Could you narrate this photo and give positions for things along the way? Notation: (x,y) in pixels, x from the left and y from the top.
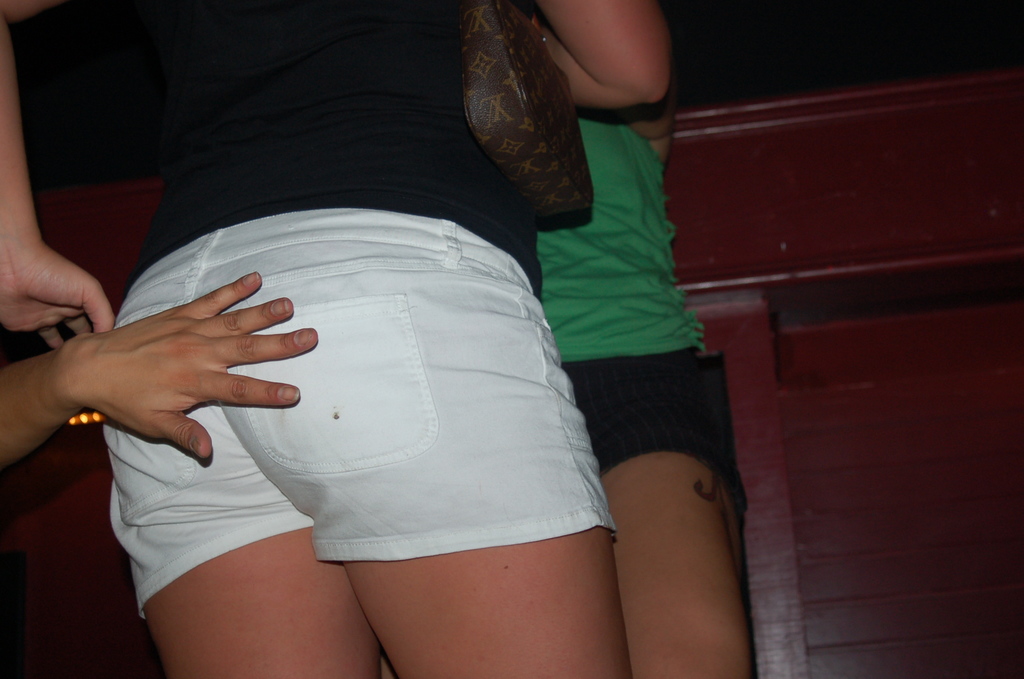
In this image, I can see two persons (535,349) standing. On the left side of the image (106,394), I can see a person's hand (94,393). In the background (753,281), there is a wooden object (777,263).
